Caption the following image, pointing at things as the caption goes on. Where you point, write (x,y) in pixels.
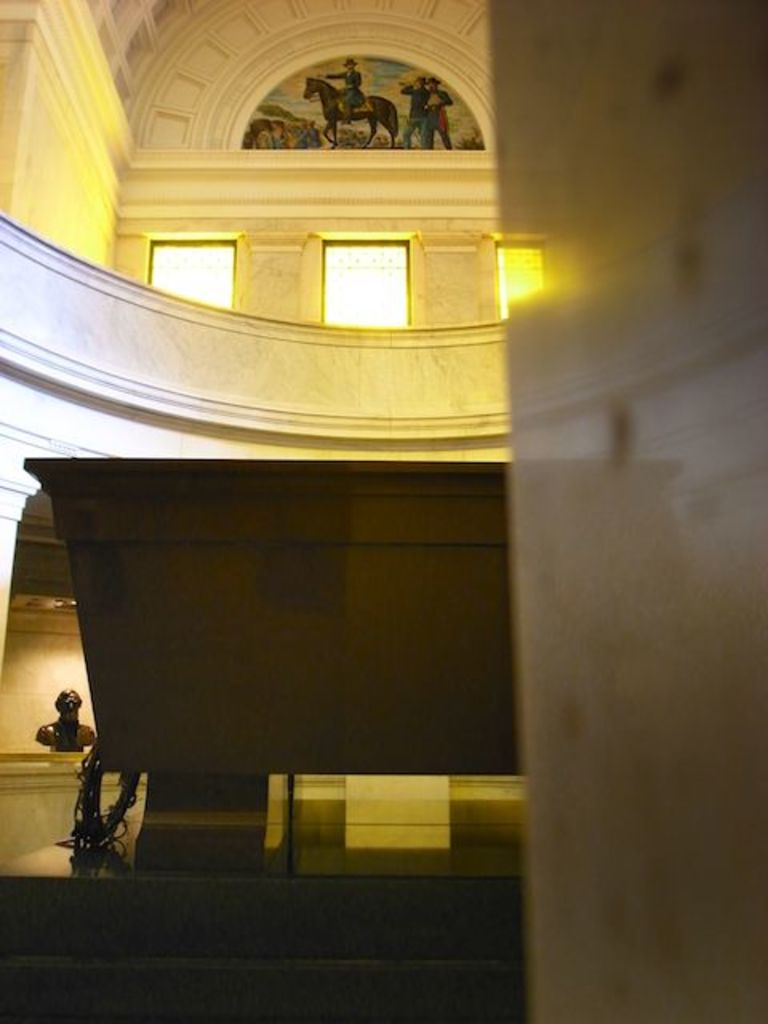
This is the inside picture of the building (661,810). On the left side of the image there is a statue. There is a wall (247,122). There are glass windows (369,279). On top of the image (364,137) there is a painting (369,84) on the wall (246,112).
